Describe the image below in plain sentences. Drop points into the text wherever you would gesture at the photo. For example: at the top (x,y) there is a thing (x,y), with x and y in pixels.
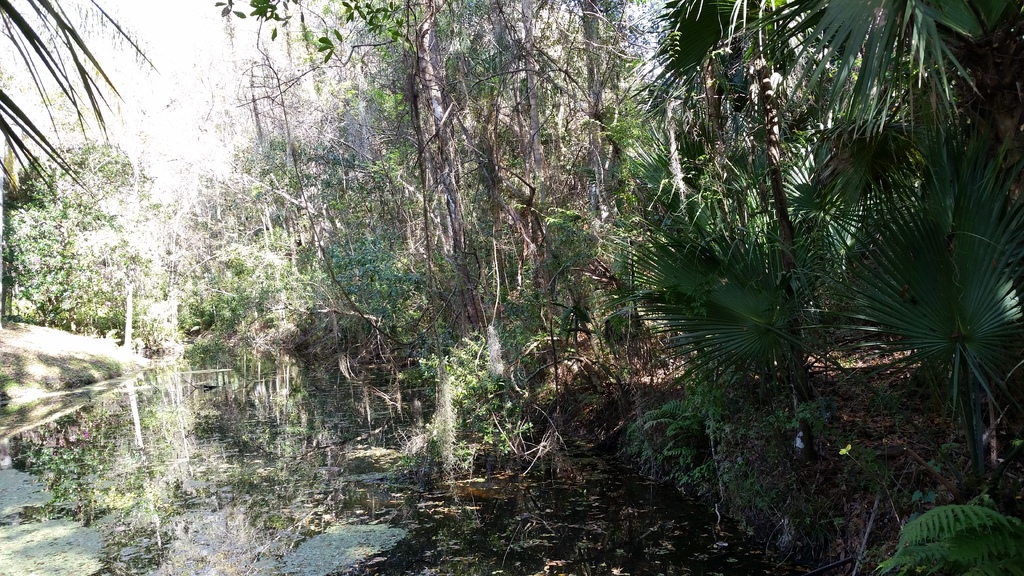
This picture is taken from the outside of the city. In this image, we can see some trees (470,190) and plants (760,238). At the top (161,4), we can see a sky (165,9), at the bottom (331,432), we can see water (313,432) in a lake (263,422) and a land (845,471).
